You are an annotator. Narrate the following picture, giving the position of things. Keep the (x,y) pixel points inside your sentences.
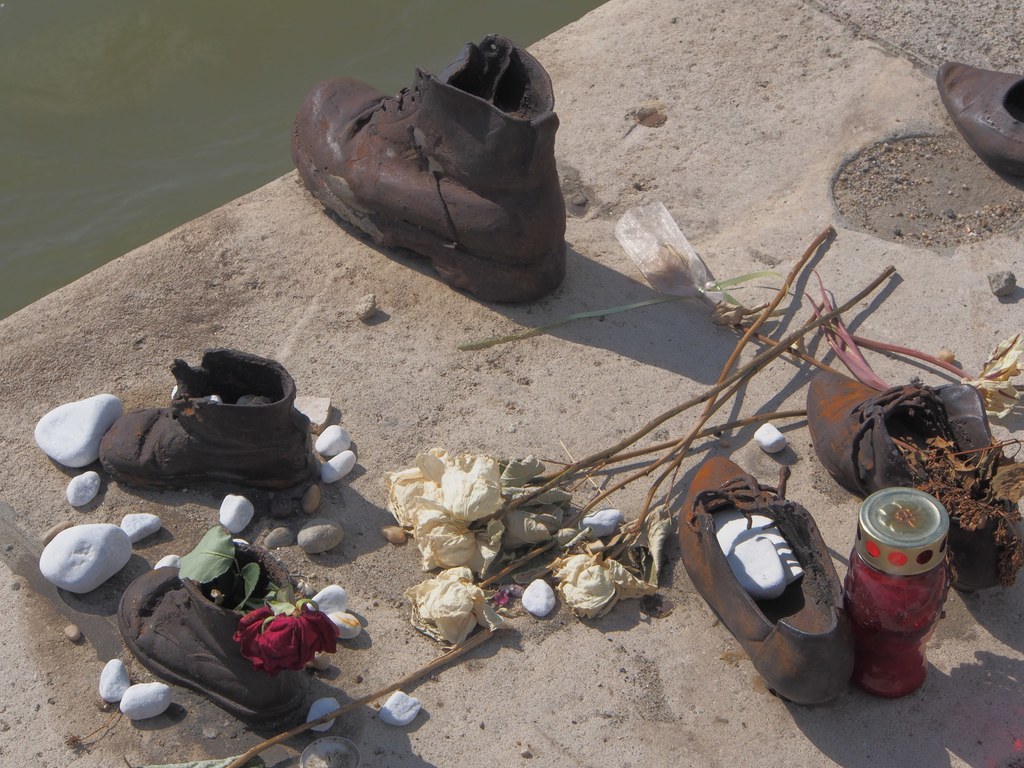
In this picture, we see the shoes (369,108) and the rose flowers (451,525) in white and red color. Beside that, we see the white stones (118,531) and a red color candle (901,576). In the left top of the picture (169,144), we see the water (112,193) and this water (156,112) might be in the pond (173,108).
